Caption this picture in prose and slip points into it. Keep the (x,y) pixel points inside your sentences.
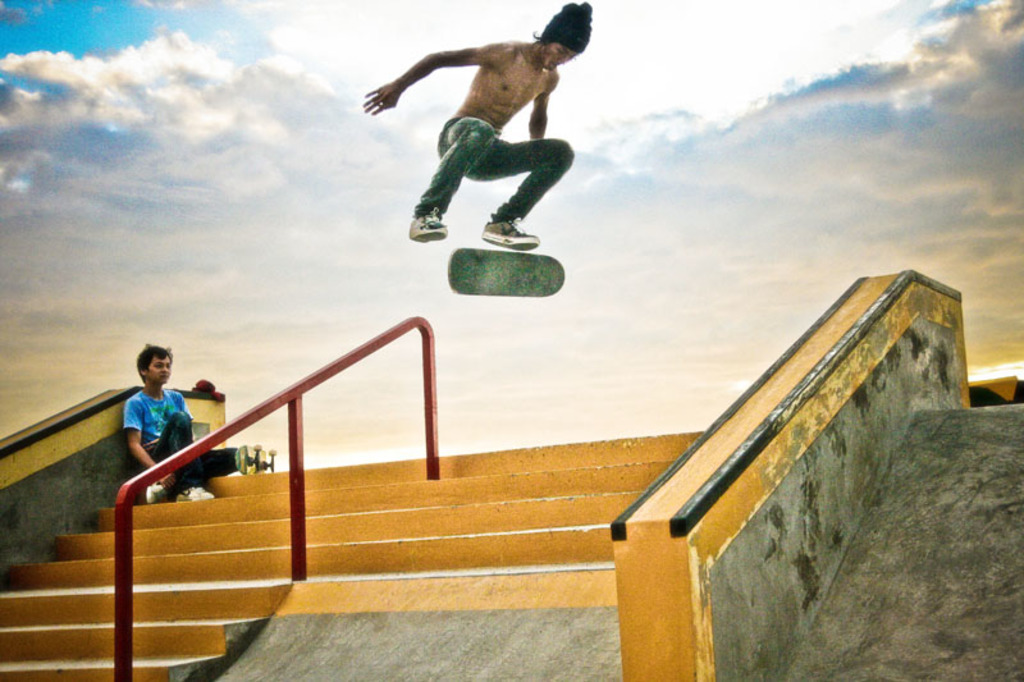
This is an edited picture. At the bottom (338,545) there are staircase (380,482), railing (230,426), skateboard (264,459) and a person (163,429) sitting. In the center of the picture (434,239) there is a person (503,213) skating. Sky (137,169) is partially cloudy.
